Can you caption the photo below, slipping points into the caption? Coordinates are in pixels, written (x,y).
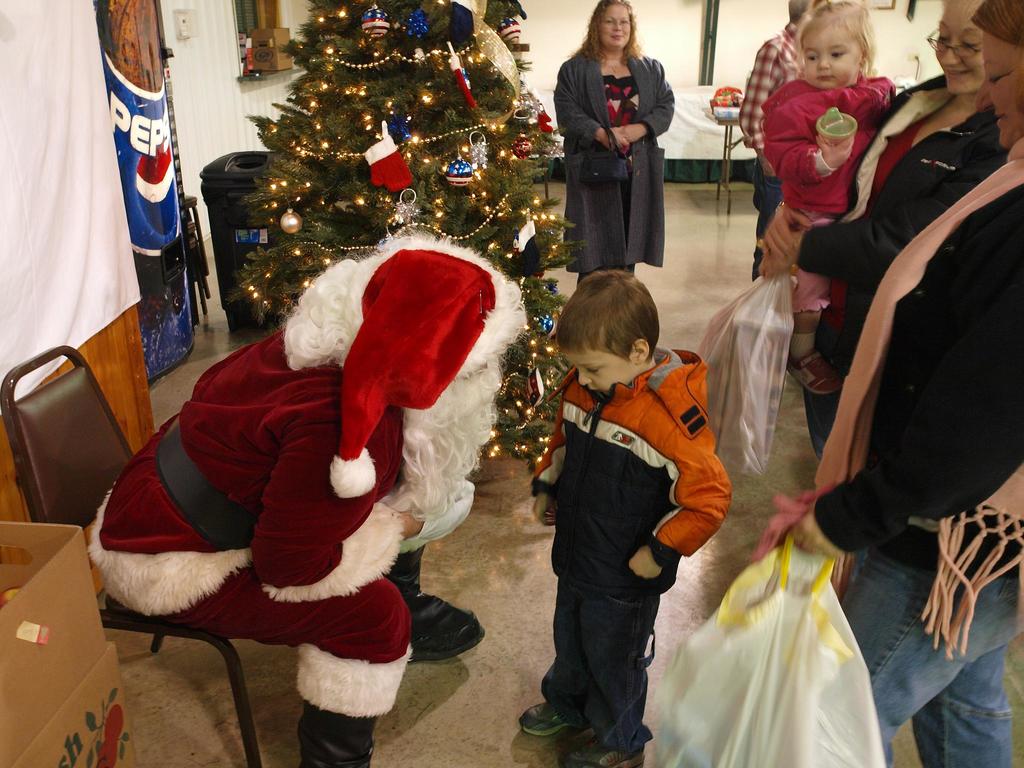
In this image there are group of people (974,479) standing, there is a tree (417,179) decorated with lights (478,62), balls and some other items (454,17), there is a person (304,294) in a Santa Claus costume (298,470) is sitting on the chair (89,448), there are cardboard boxes (5,735) and some other items (32,200).
